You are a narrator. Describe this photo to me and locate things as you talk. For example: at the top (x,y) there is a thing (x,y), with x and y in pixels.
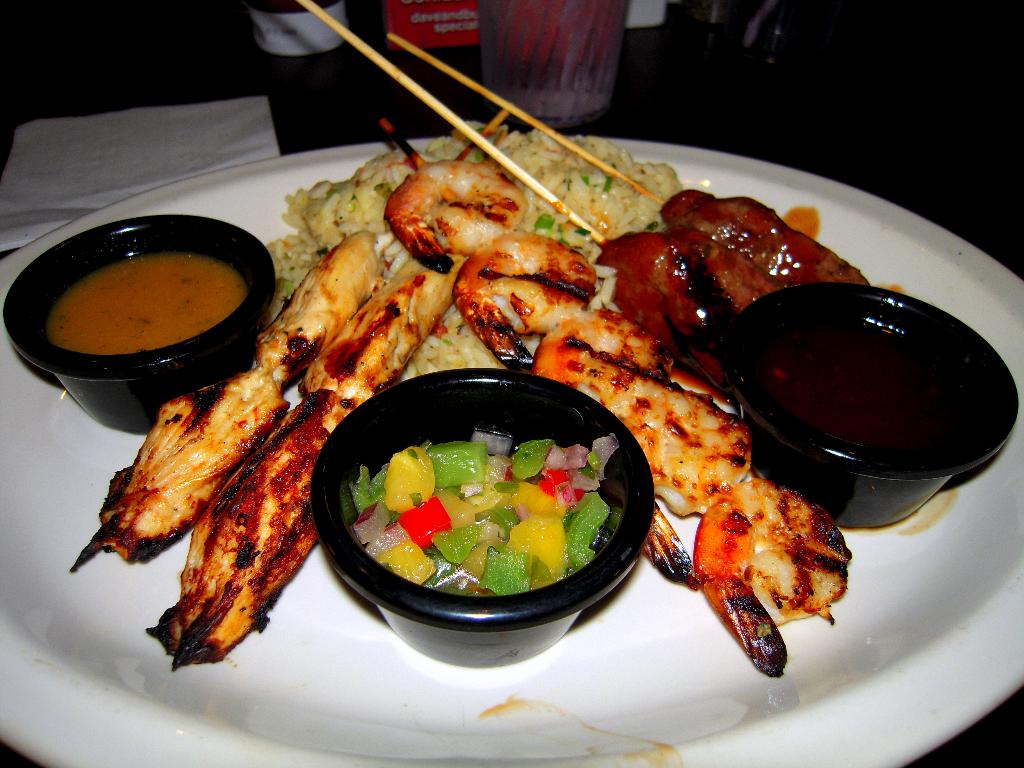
In this picture we can see the objects (281,21), glass (529,60) and a tissue paper (230,103). We can see skewers (577,149), the food (746,251) in the plate (1020,565) and black bowls (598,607).
